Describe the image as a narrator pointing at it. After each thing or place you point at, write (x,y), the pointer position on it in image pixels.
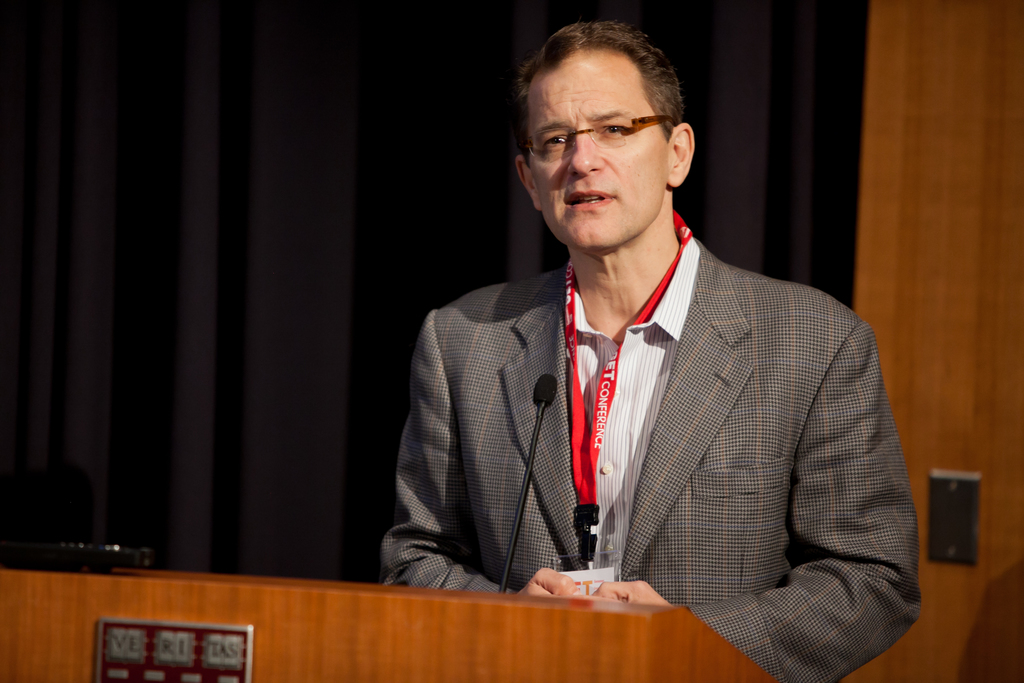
In this picture there is a person (611,259) standing and talking and there is a microphone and there is an object (51,509) on the podium (590,680). At the back (267,174) there is a curtain (383,149) and there is a wooden wall (995,353).
